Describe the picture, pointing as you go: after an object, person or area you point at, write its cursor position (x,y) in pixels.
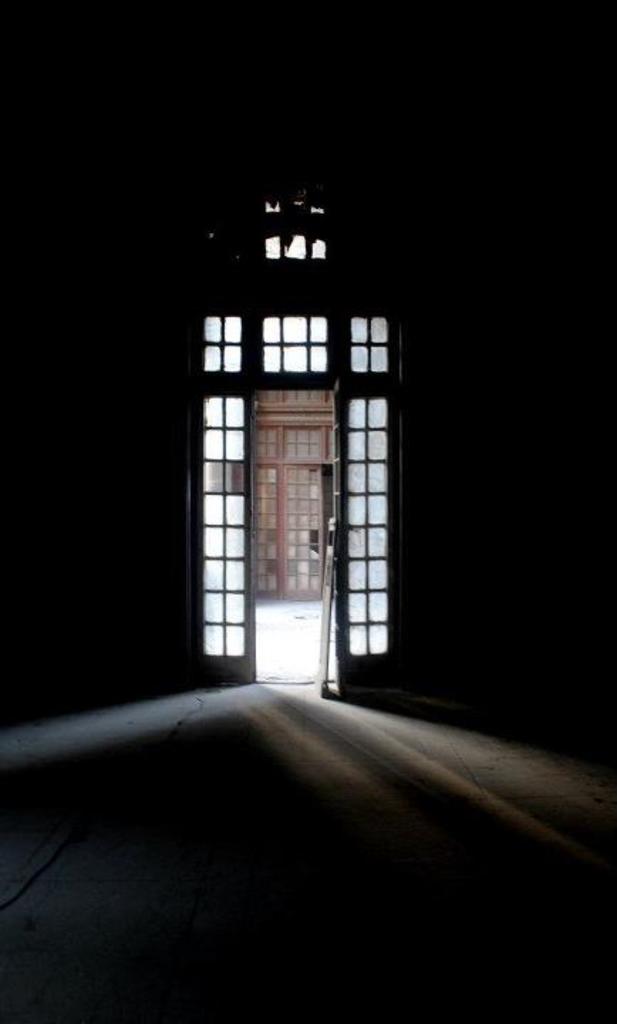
In the picture we can see a door entrance (387,629), inside it is dark and outside the entrance (281,601) we can see a door (280,576) which is brown in color.
